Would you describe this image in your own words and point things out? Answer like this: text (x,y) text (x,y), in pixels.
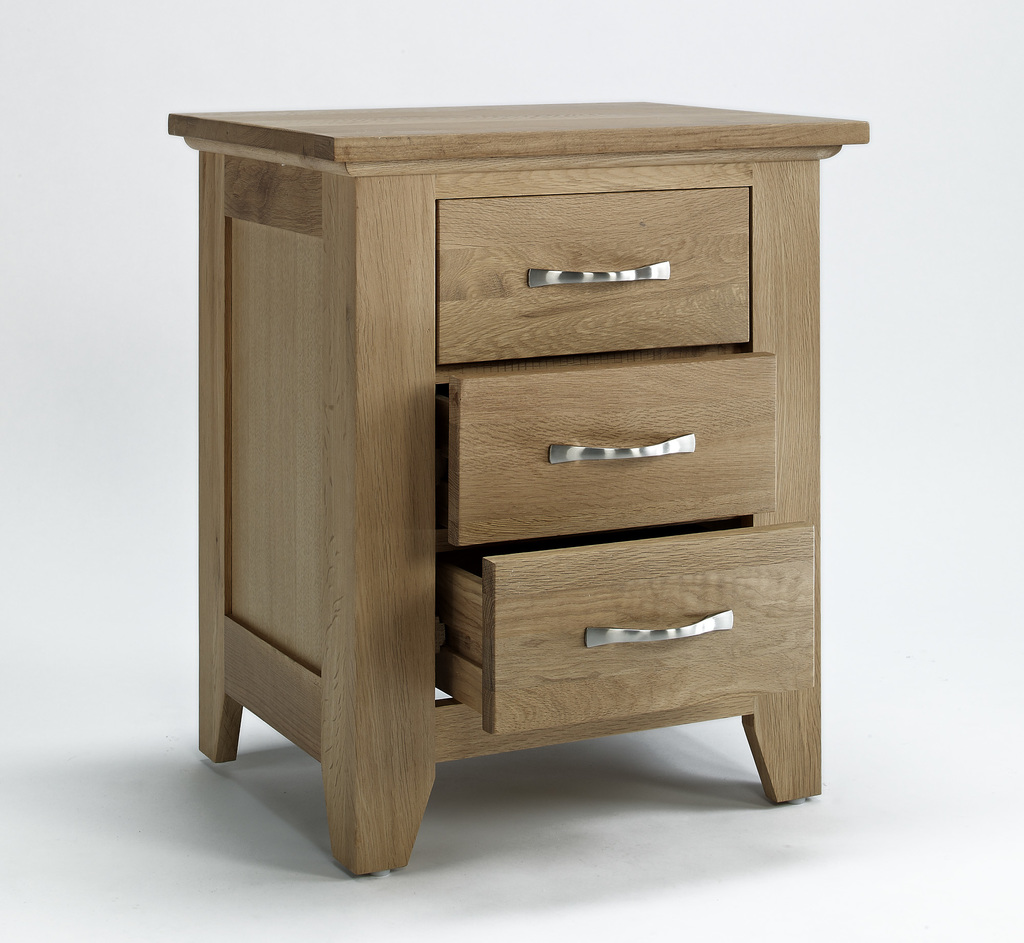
In this image in the center (370,568) there is one wooden cupboard (350,341).
